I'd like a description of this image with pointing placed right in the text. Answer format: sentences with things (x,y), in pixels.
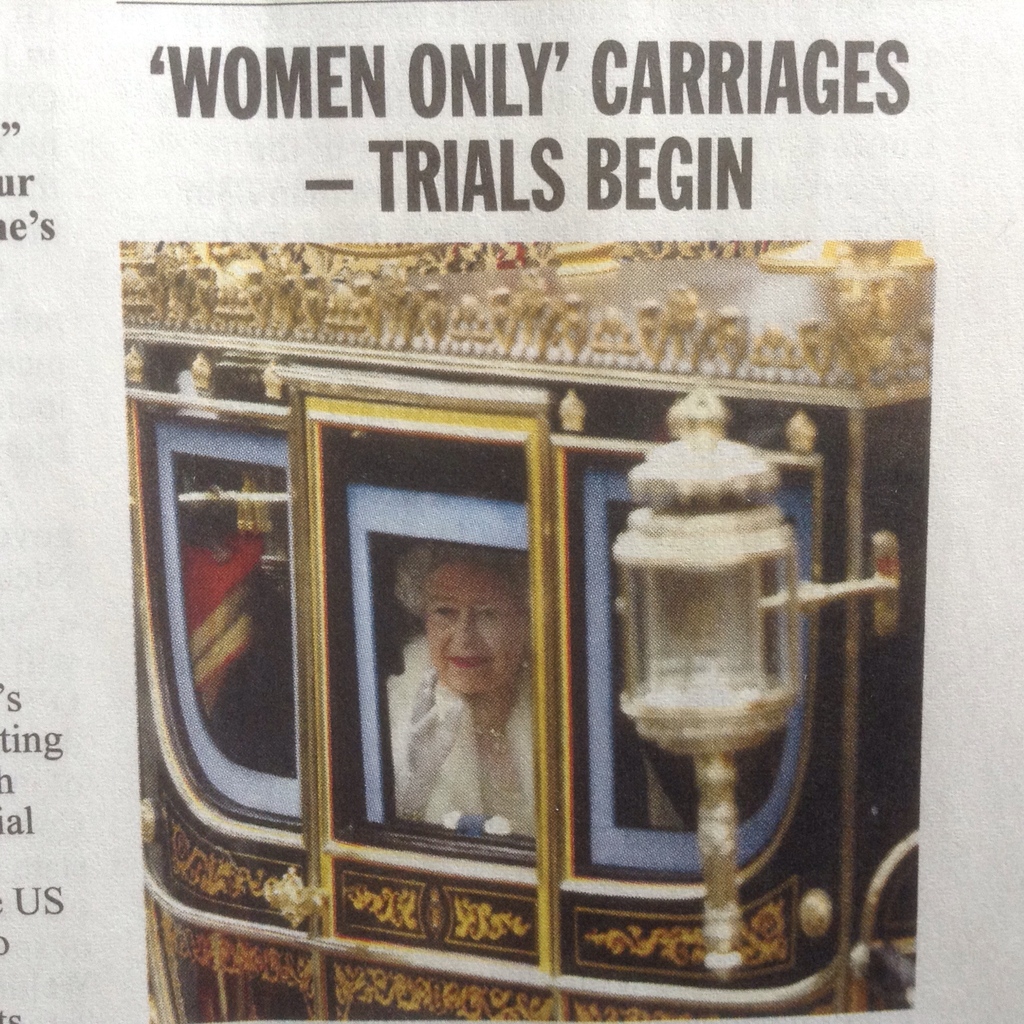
In this image we can see a paper (314,670) with some text (508,191) and a picture (322,726). In the picture (328,805) there is a woman (453,590) sitting in the cart (367,573) and a electric light (650,714).
